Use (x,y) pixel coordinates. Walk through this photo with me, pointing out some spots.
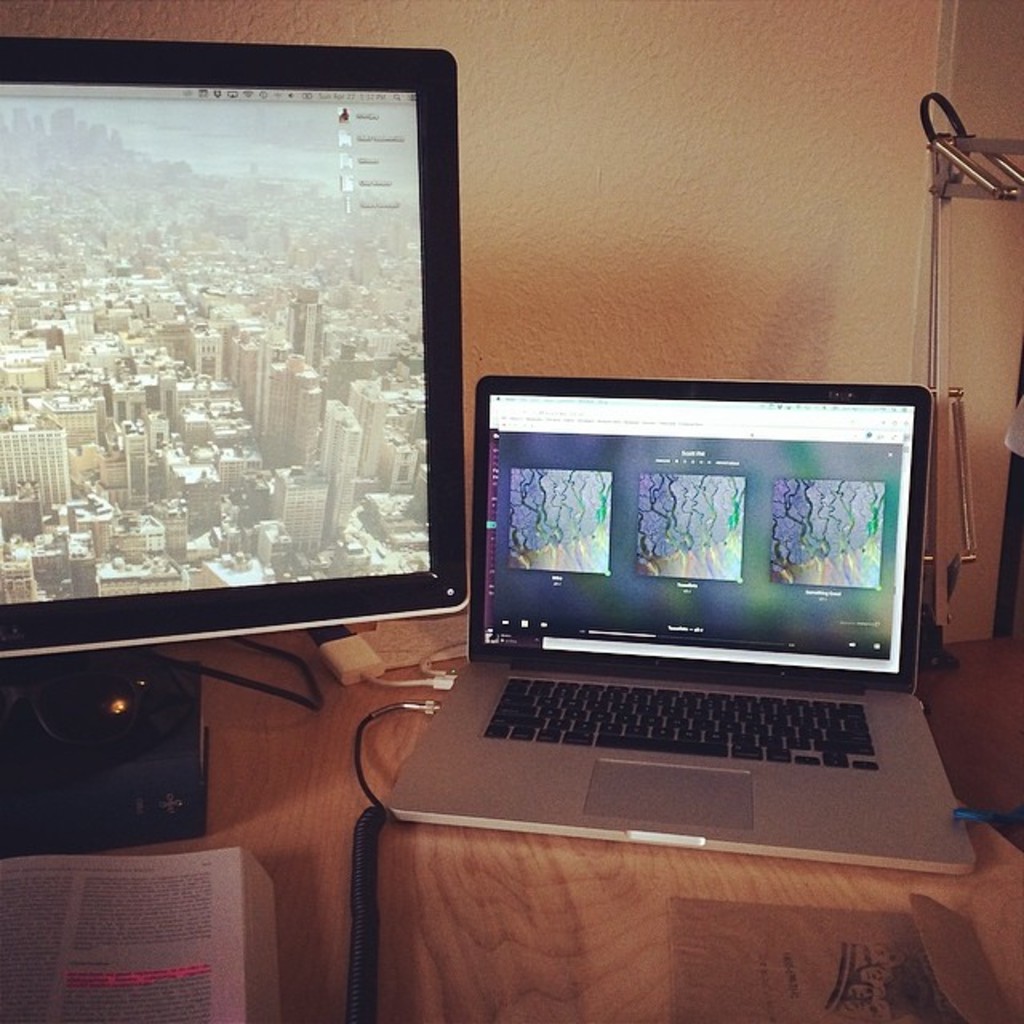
In the image we can see there are two systems (509,580) and a book (112,936) in front of the system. This is a cable wire (356,959).
